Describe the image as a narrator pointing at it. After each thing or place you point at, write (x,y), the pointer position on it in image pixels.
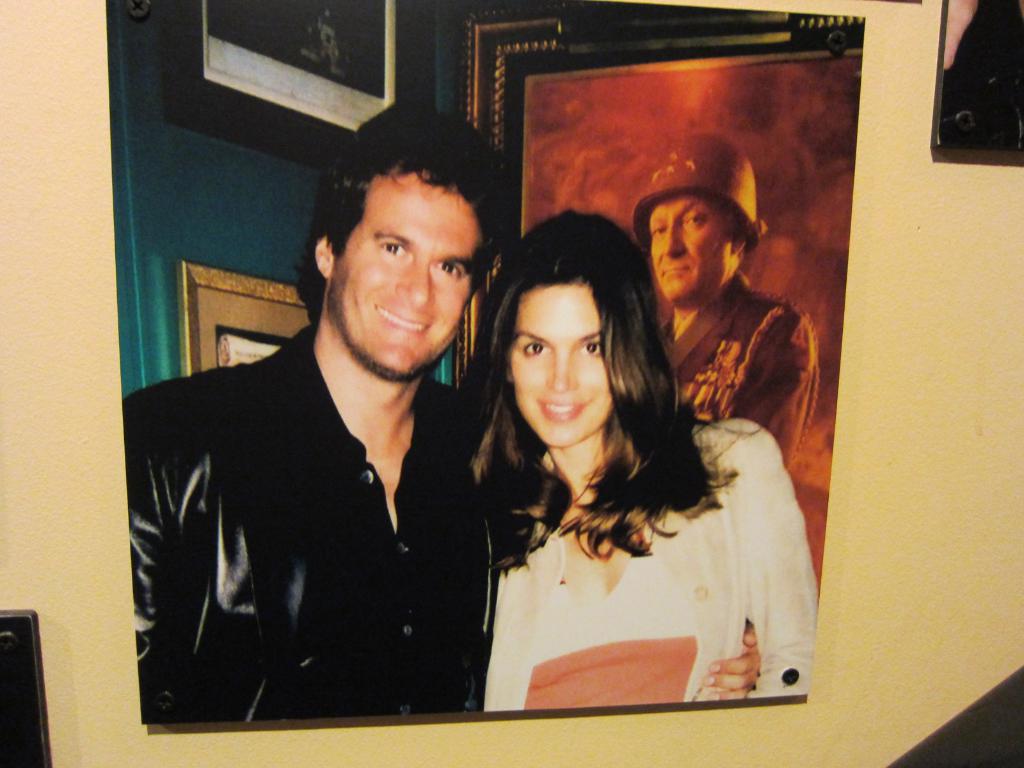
This picture shows a photo frame (369,239) on the wall (938,282) we see the picture (430,378) of man (235,421) and women (619,512) and we see another man's photo frame (703,219) on the back (705,253) in the picture. He wore a cap (750,206) on his head (717,240).
